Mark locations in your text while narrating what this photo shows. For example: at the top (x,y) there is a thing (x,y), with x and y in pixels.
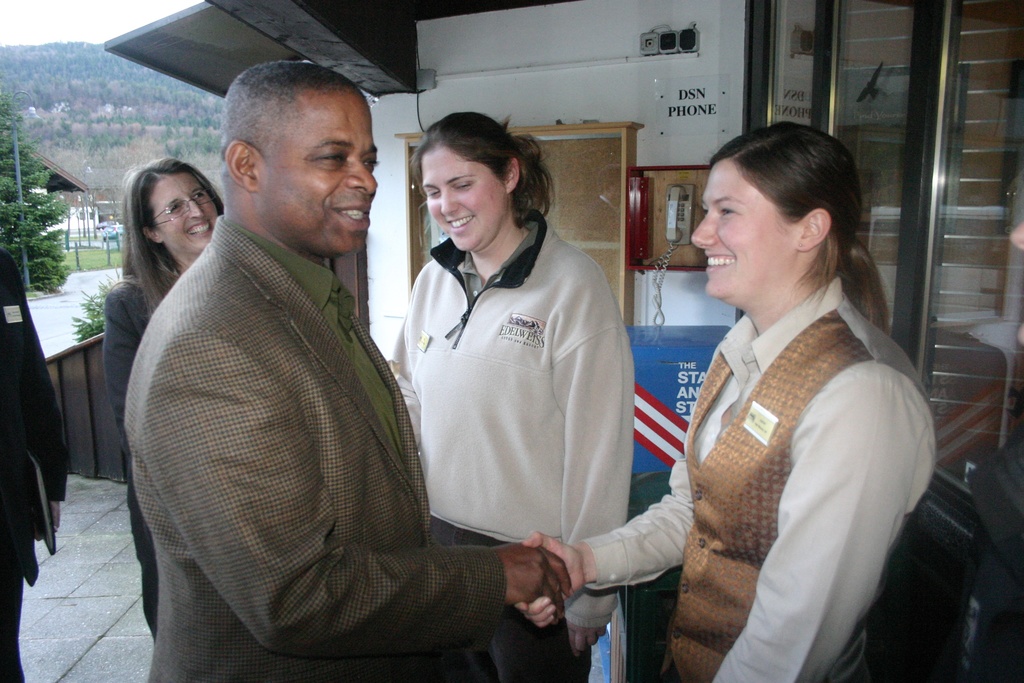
In this image a group of people (519,388) standing on the floor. In that a man (374,439) and a woman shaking their hands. We can also see a telephone (686,213) which is hanged to the wall (668,285). On the left side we can see a person (32,527) holding a laptop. On the backside (136,155) we can see a group of trees (134,123) on the hill (119,106), a pole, grass (99,259) and the sky (53,36) which looks cloudy.
